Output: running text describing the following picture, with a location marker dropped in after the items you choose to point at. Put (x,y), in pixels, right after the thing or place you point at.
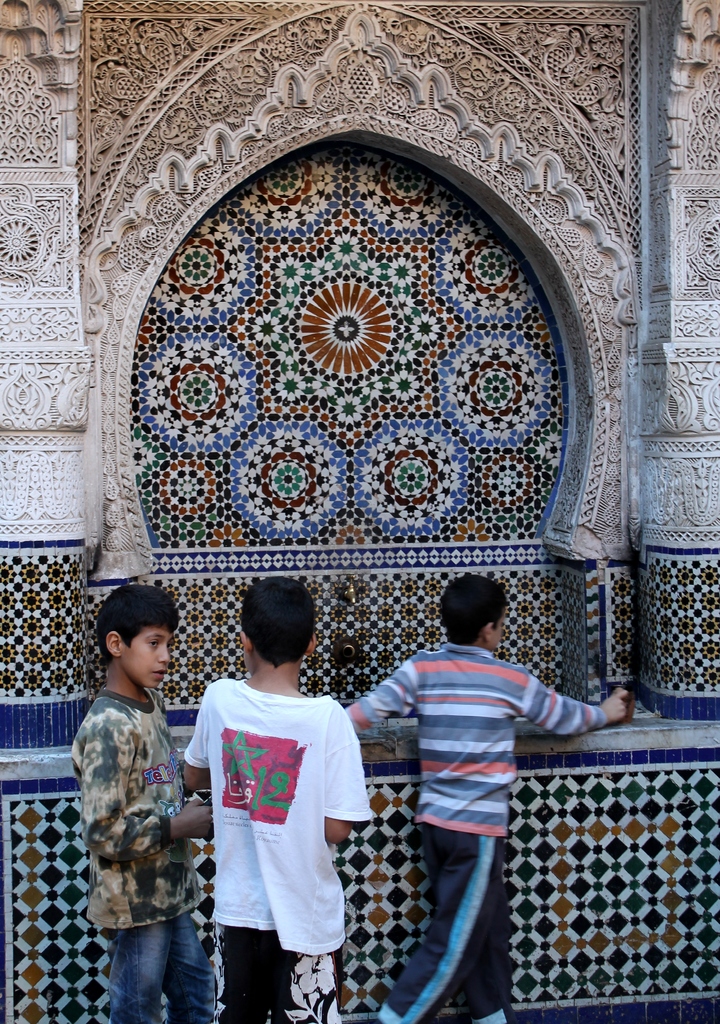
In this picture we can see three small boys (326,809), standing in the front (353,808). Behind there is a beautiful design arch (404,85) and cladding tiles (401,912).
